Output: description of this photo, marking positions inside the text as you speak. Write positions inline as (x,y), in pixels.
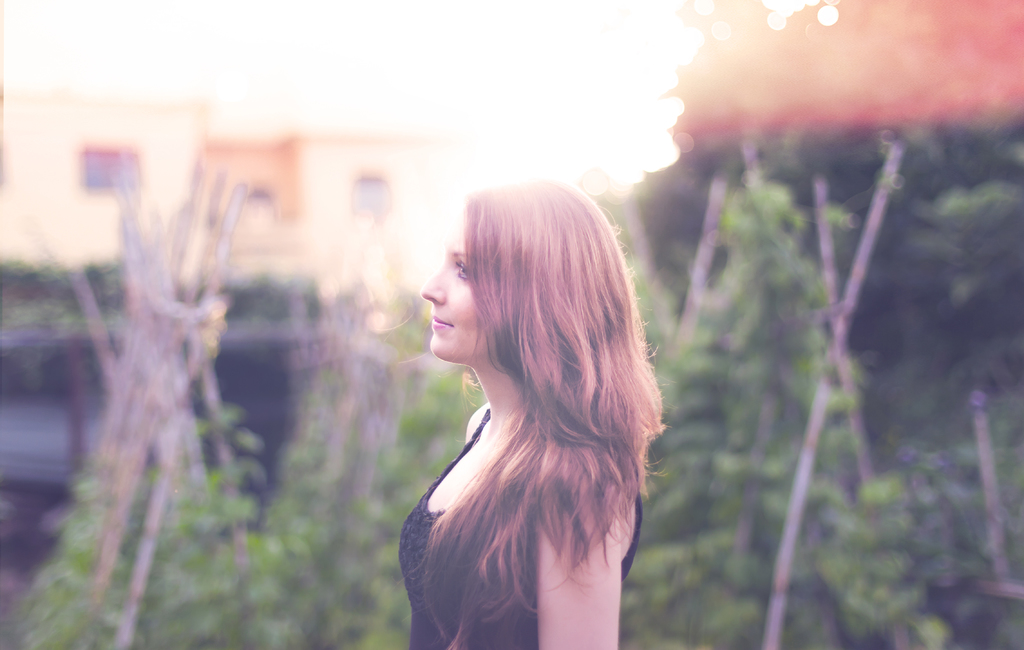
In this image there is a girl (484,465) in the middle (544,430). In the background (233,427) there are plants (405,478) and buildings (272,136).
